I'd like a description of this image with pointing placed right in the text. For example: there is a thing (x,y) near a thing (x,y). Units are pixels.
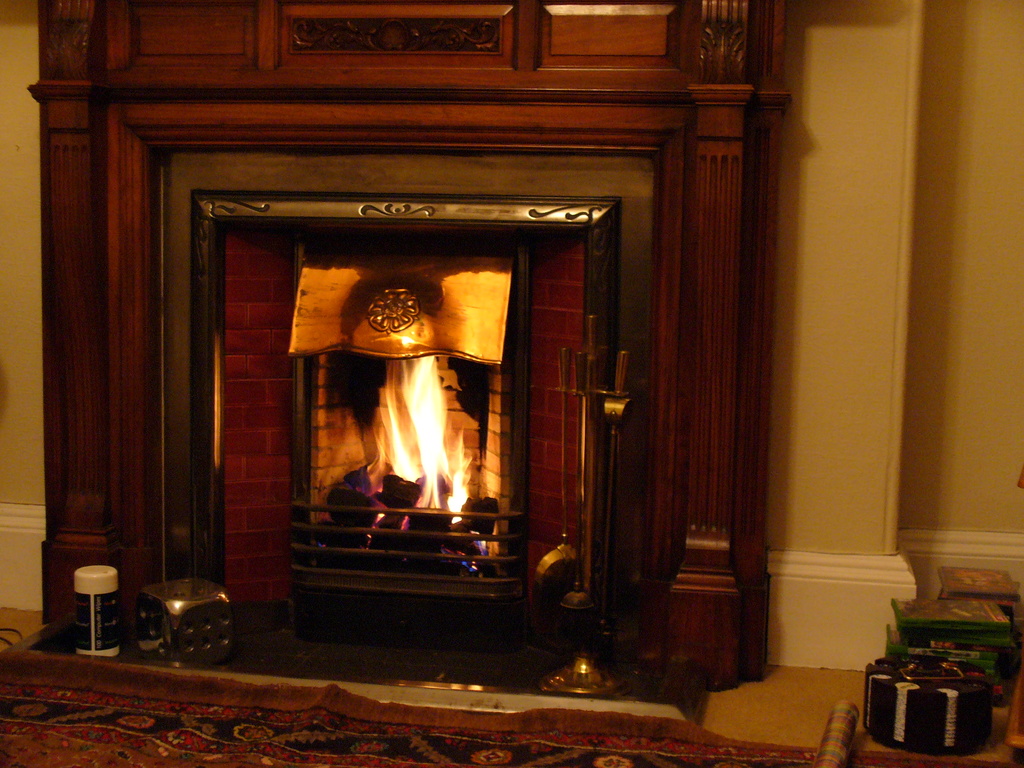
In this image there is a fireplace (381,489) in the middle of this image (432,399). There are some objects (203,597) kept in the bottom left side of this image (171,627) and in the bottom right corner of this image (883,640). There is a wall (855,24) in the background (817,391). There is a carpet (319,732) in the bottom of this image (381,738).
